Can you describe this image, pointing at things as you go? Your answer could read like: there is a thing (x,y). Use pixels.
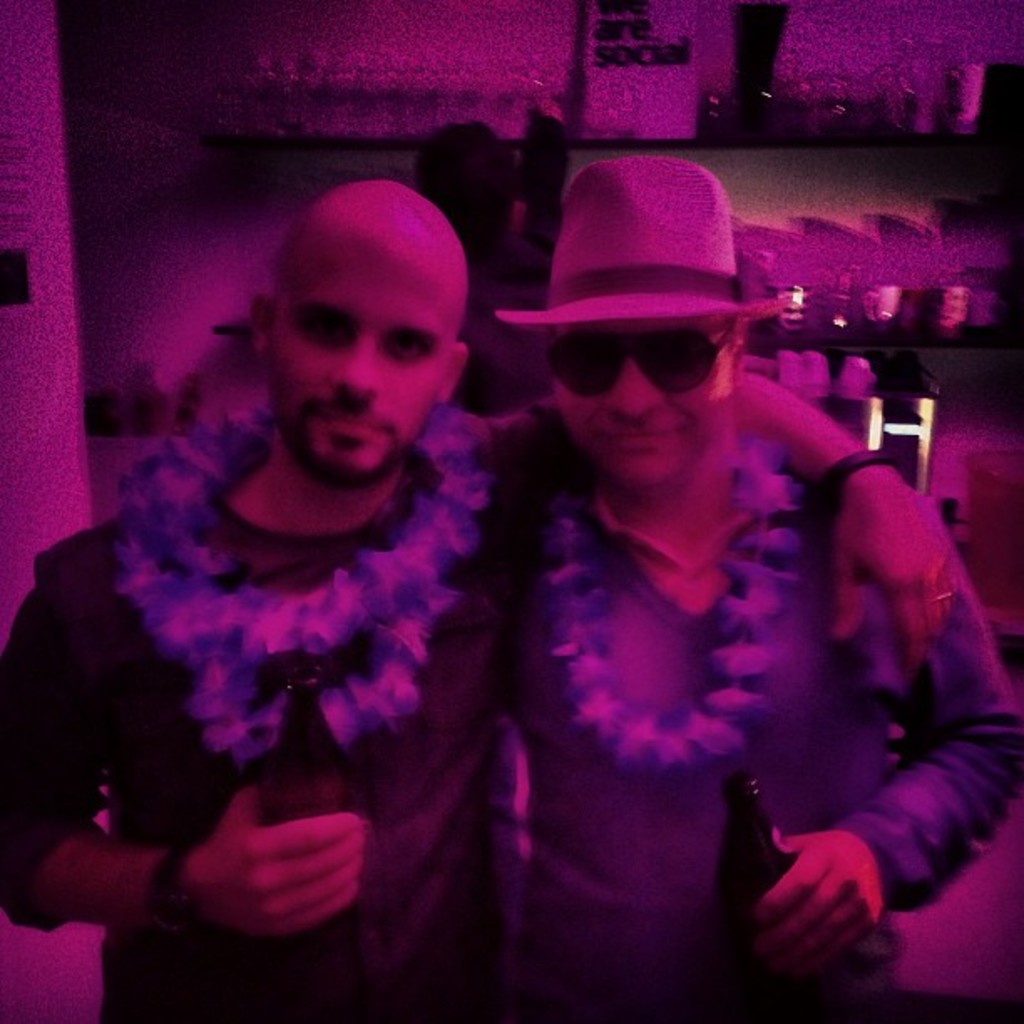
In this picture we can see two men (552,621), they are holding bottles (295,761), and the right side person (585,507) wore a cap (575,312) and spectacles (676,356).
